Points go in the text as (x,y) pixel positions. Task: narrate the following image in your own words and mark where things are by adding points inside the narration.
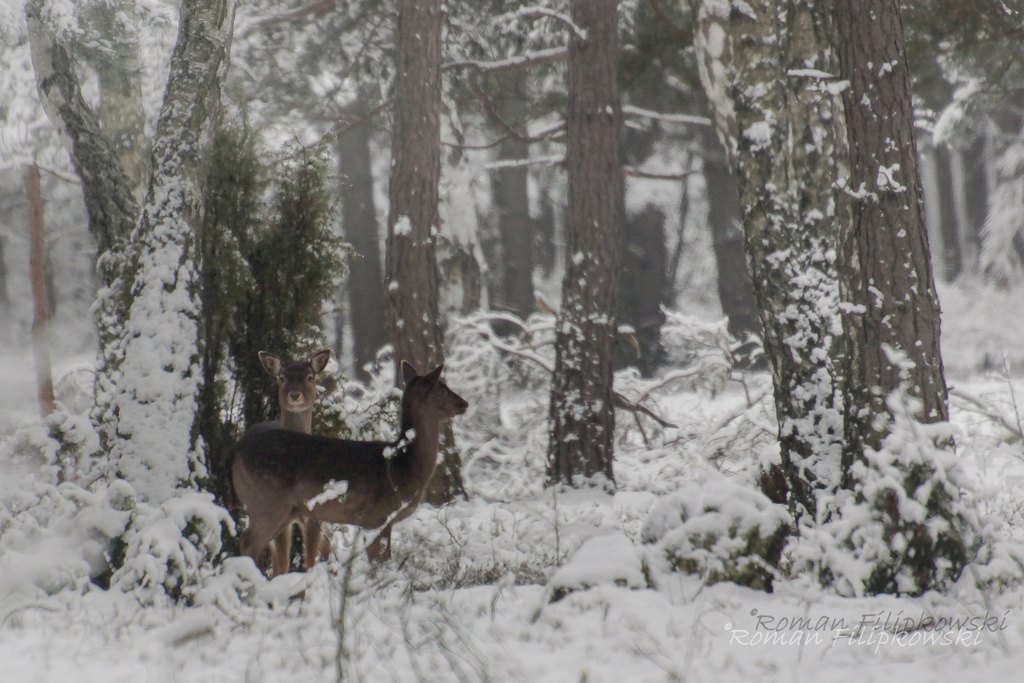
In this image I can see two animals (401,501) standing, they are in black and brown color, and I can see few trees (215,165) covered with snow (719,525) and the snow (724,507) is in white color.
